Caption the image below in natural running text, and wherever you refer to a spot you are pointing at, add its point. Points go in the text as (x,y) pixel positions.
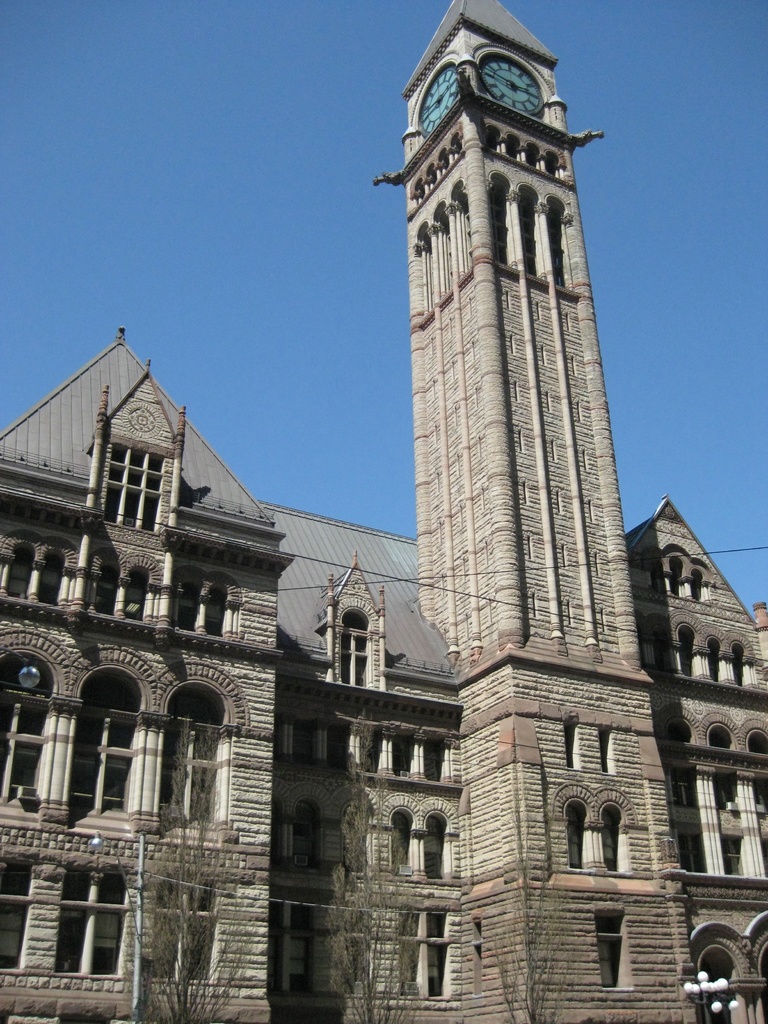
There are two clocks (524,83) on the walls (475,44) of a tower (560,129) which is attached to the building (736,980). Which is having windows (80,902) and roof (201,441). In the background (239,463), there is blue sky (333,336).
